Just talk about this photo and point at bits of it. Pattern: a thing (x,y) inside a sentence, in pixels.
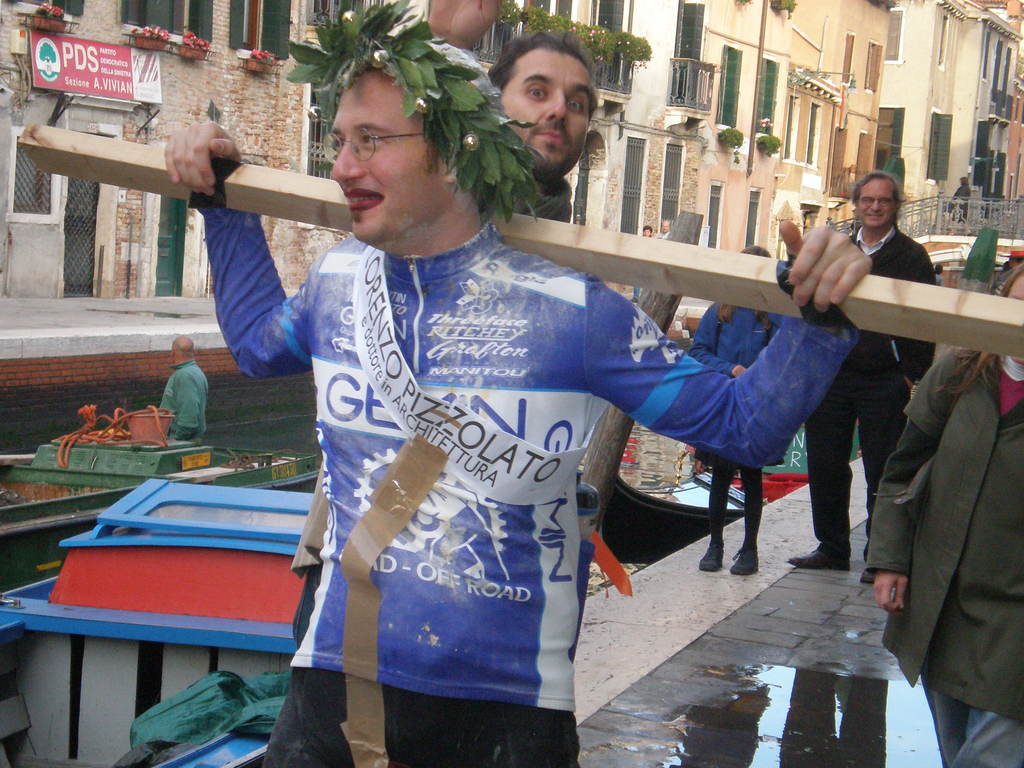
In this image, we can see some persons (923,491) standing and wearing clothes (729,321). There is a person (537,300) in the middle of the image (482,314) carrying stick (316,204) on his shoulders (521,282). There are boats (90,567) in the bottom left of the image (190,679). In the background of the image (133,291), there are buildings (611,27).
